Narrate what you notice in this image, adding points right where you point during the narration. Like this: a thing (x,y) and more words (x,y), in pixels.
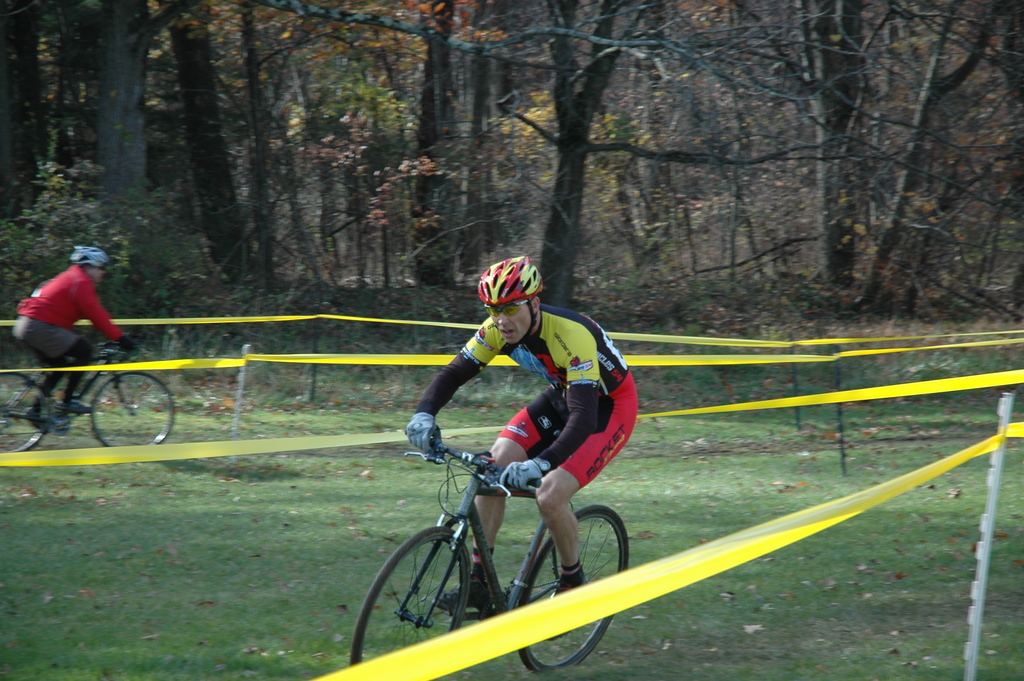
In this image we can see two men (499,351) wearing the helmets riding the bicycles (628,529) on the ground (735,439). We can also see some poles (970,616) tied with ribbons (906,479), grass (810,472), the bark (433,241) of the trees (247,244), plants (371,302) and a group of trees (558,147).
